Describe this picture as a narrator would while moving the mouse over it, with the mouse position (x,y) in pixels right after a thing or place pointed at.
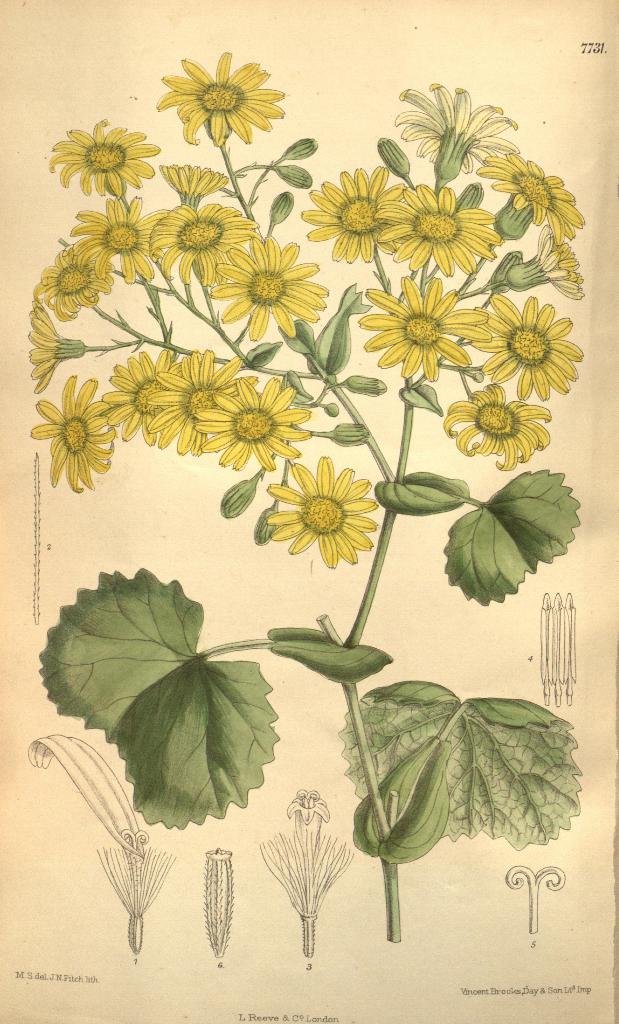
This image contains a picture of a painting (311,696) of a plant (361,620) having many flowers (494,184) and leaves (399,689). Bottom of image (115,871) there is some drawings (229,895) and some text (68,981).
